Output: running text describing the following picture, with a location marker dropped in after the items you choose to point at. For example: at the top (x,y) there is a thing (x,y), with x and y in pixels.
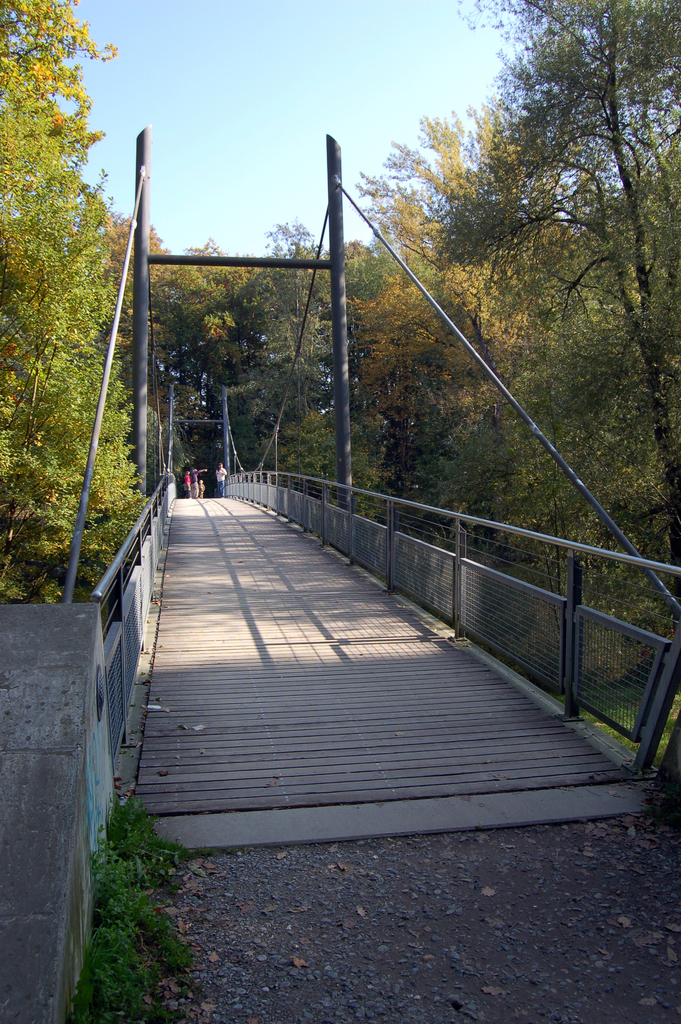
There is a bridge (205,586) with wooden path (222,568) and railings (246,487). On the sides of the bridge (529,417) there are trees (473,369). In the background (291,124) there is sky (319,132).
